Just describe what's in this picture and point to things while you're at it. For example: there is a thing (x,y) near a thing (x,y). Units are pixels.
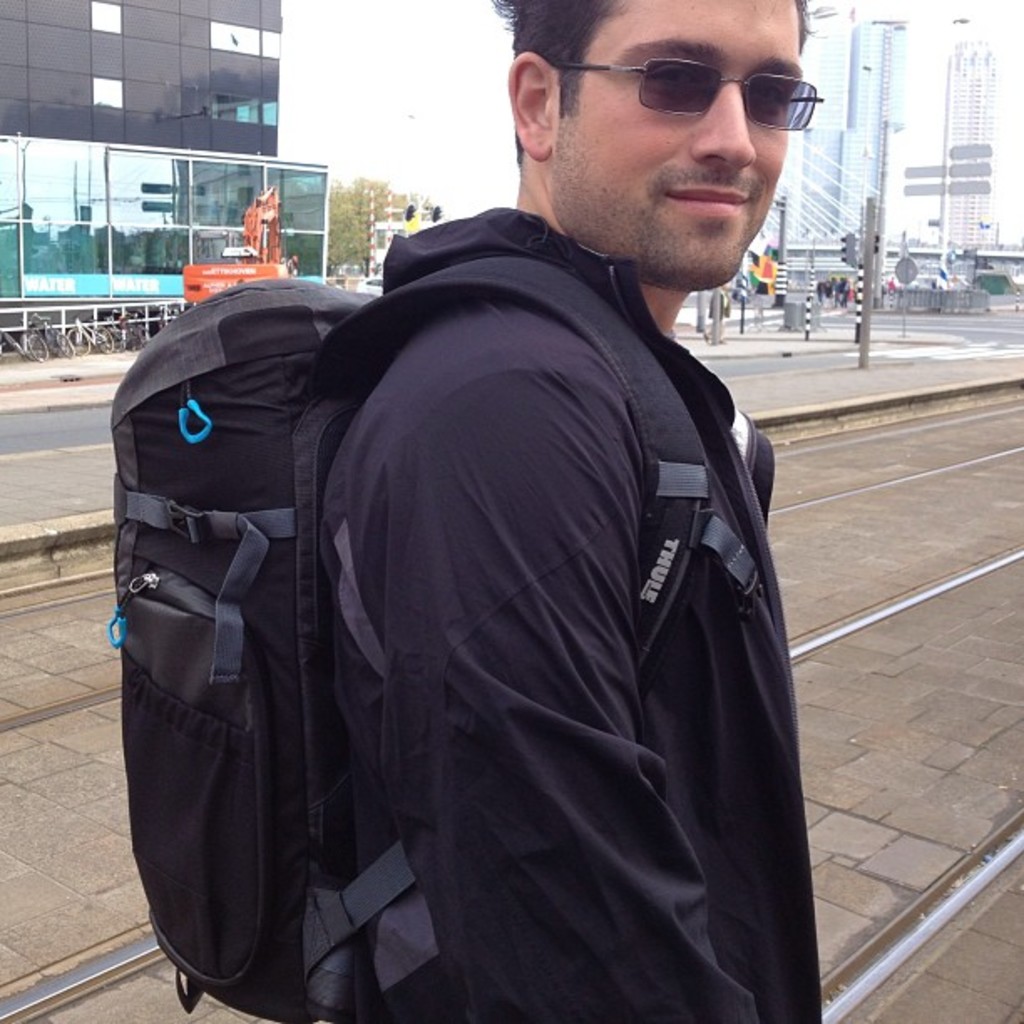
In this picture we can see a man (731,21). He has goggles (706,72) and he is carrying a backpack (129,760). This is road (834,437) and there are some buildings (203,27). And there is a pole (869,216) and these are the trees (359,194).
